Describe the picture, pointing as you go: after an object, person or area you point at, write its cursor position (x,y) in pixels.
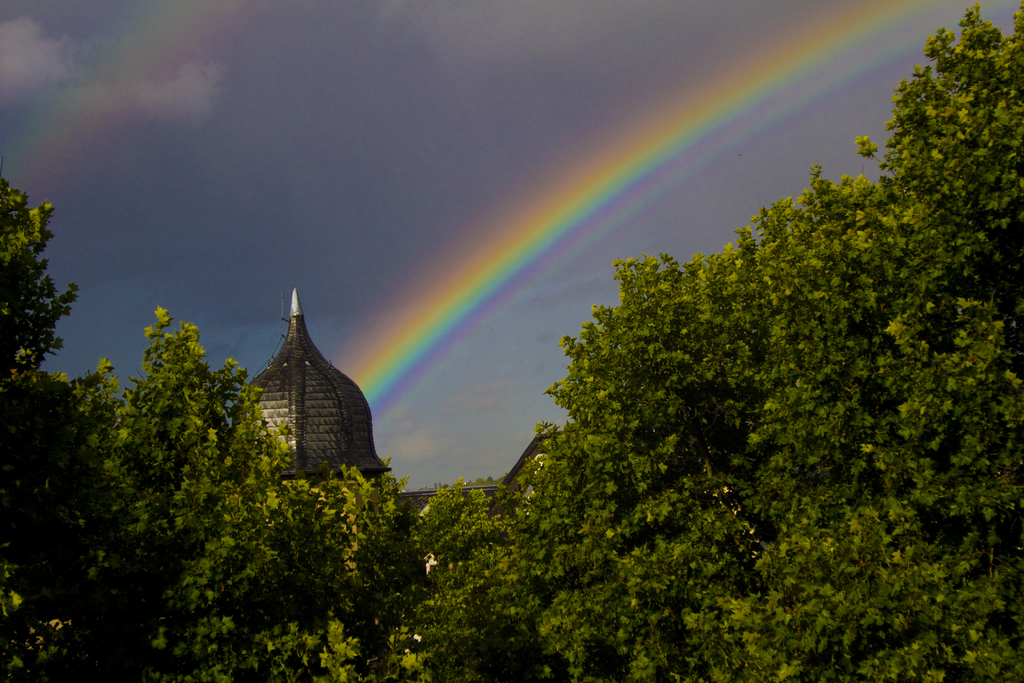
In this image in front (590,543) there are trees (591,558). In the center of the image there is a building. In the background of the image (611,206) there is a rainbow (735,139) and there is sky (328,68).
